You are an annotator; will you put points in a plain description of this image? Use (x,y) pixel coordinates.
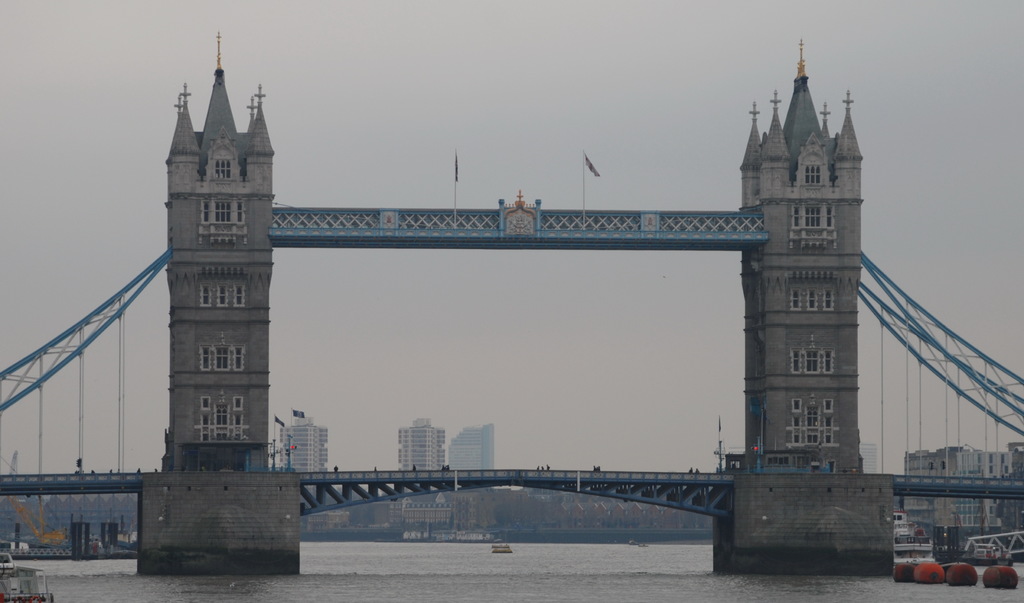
There is water (516,553). On the water (528,562) there are bridges (258,459) with buildings (799,389). On the building (793,401) there are windows (797,363). In the background (359,417) there are many buildings (486,434) and sky (510,355). On the bridge (389,217) there are flags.
